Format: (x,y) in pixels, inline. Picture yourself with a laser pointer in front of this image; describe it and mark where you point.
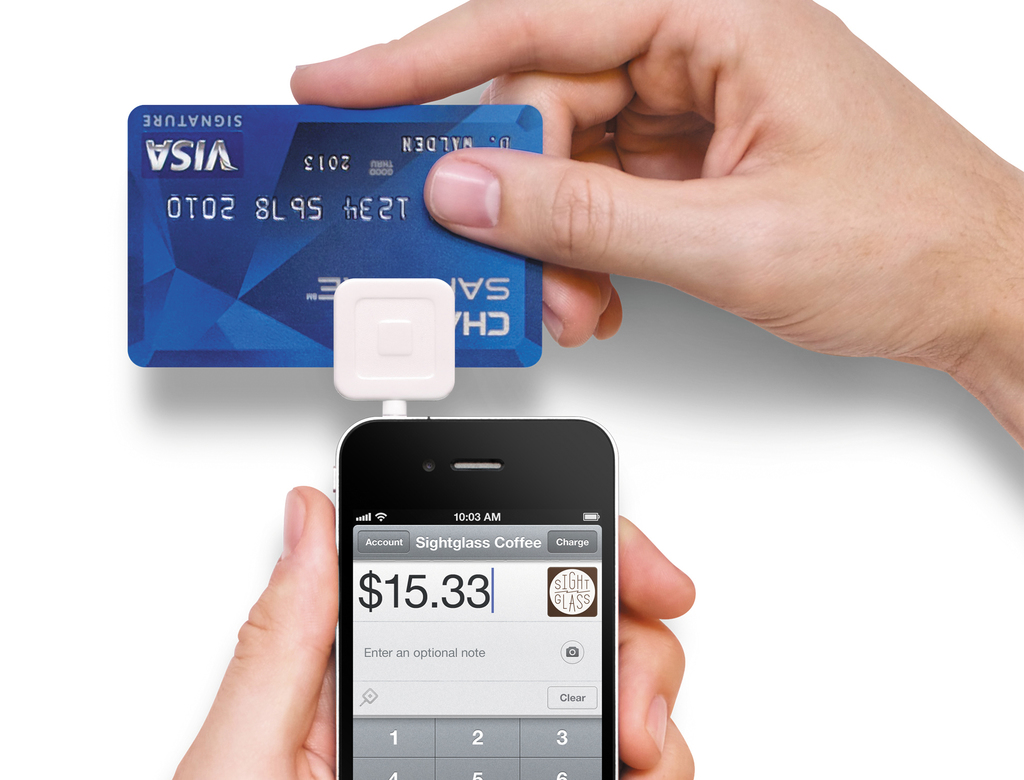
In this picture I can observe a mobile (417,654) in the human hand (267,697). In the middle of the picture (454,280) I can observe debit card (232,203). The background is in white color.
